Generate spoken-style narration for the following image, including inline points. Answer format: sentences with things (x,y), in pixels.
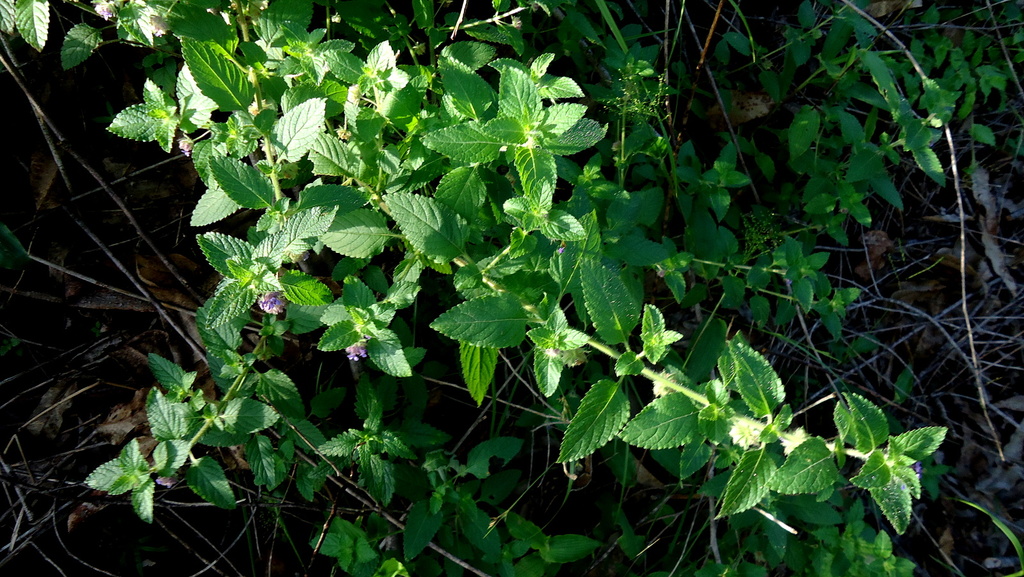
In this image we can see plants (229,168) with flowers (107,7).
